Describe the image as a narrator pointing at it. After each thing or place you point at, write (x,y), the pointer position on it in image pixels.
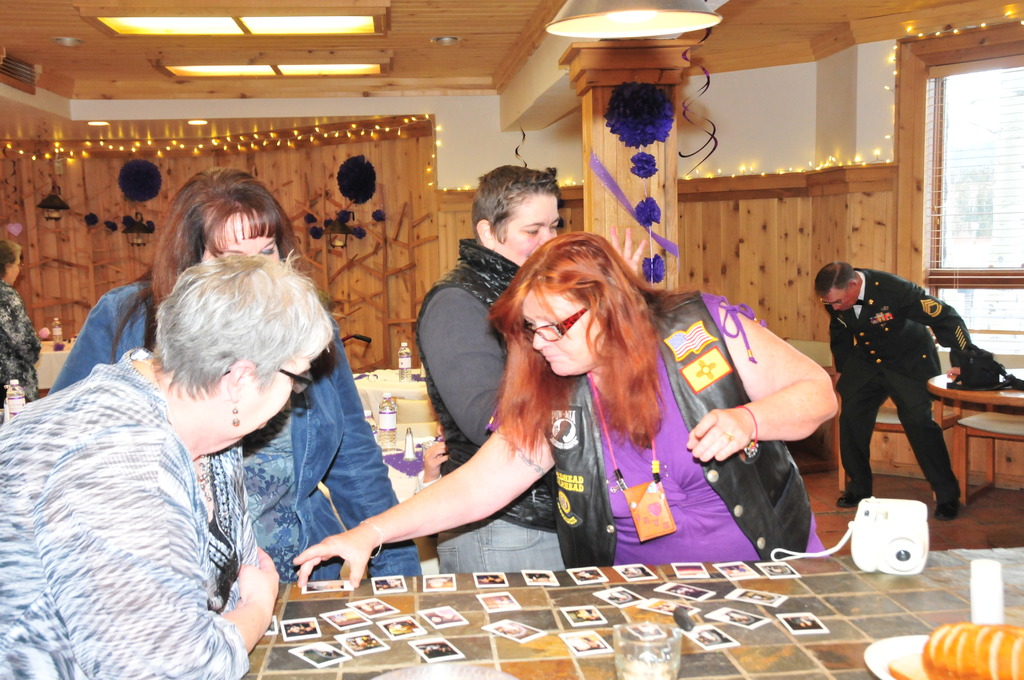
In the image we can see four persons (610,297) were standing around the table (601,585). On table (523,611), there is a glass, plate (879,656), camera (872,565), bread (911,668) and cards (396,628). In the background (451,195) we can see wood wall (711,218), light (335,73), pillar (667,186), window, table (970,399), chair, bottle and two persons (14,284) were standing.
